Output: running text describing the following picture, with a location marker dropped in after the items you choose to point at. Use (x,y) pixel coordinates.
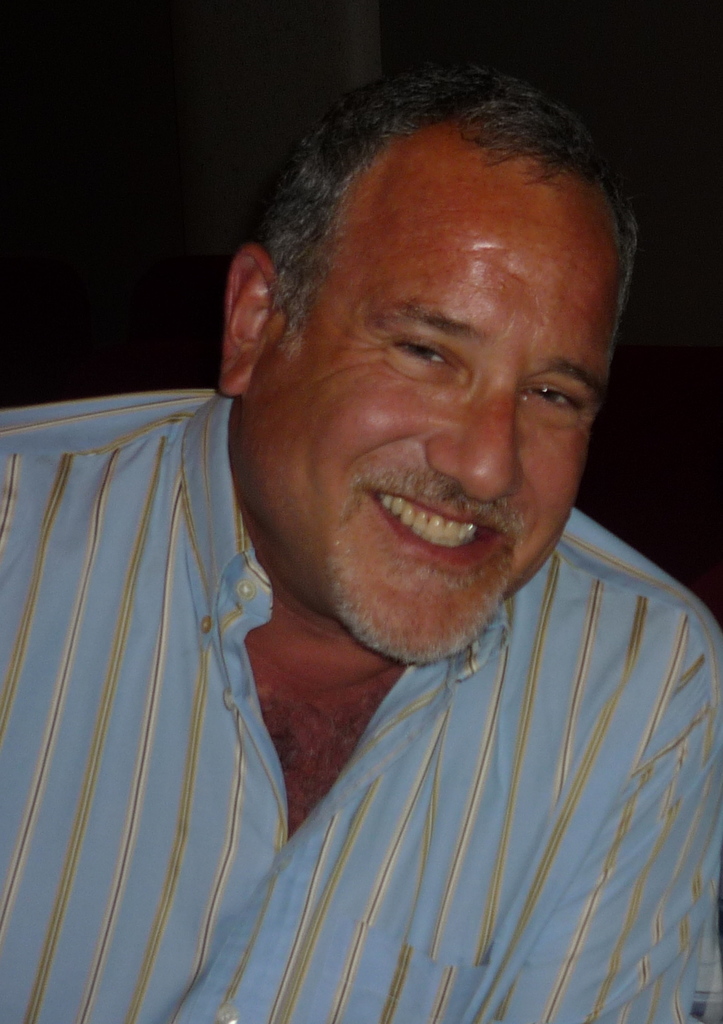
In this picture I can see a man (346,393) in front (59,592), who is wearing a shirt (118,546) and I see that he is smiling. I see that it is dark in the background (251,188).
